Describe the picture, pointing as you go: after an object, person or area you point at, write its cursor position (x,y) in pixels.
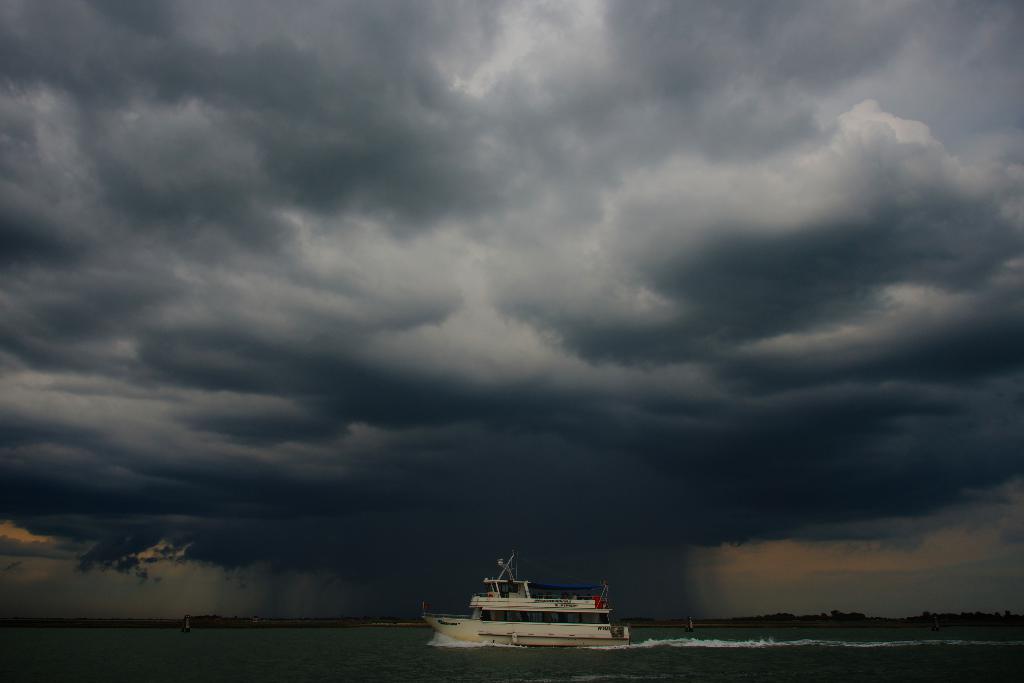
In this picture there is a white color boat (528,641) in the water (419,637). On the top (620,222) there is a sky (371,326) and clouds (477,235).
